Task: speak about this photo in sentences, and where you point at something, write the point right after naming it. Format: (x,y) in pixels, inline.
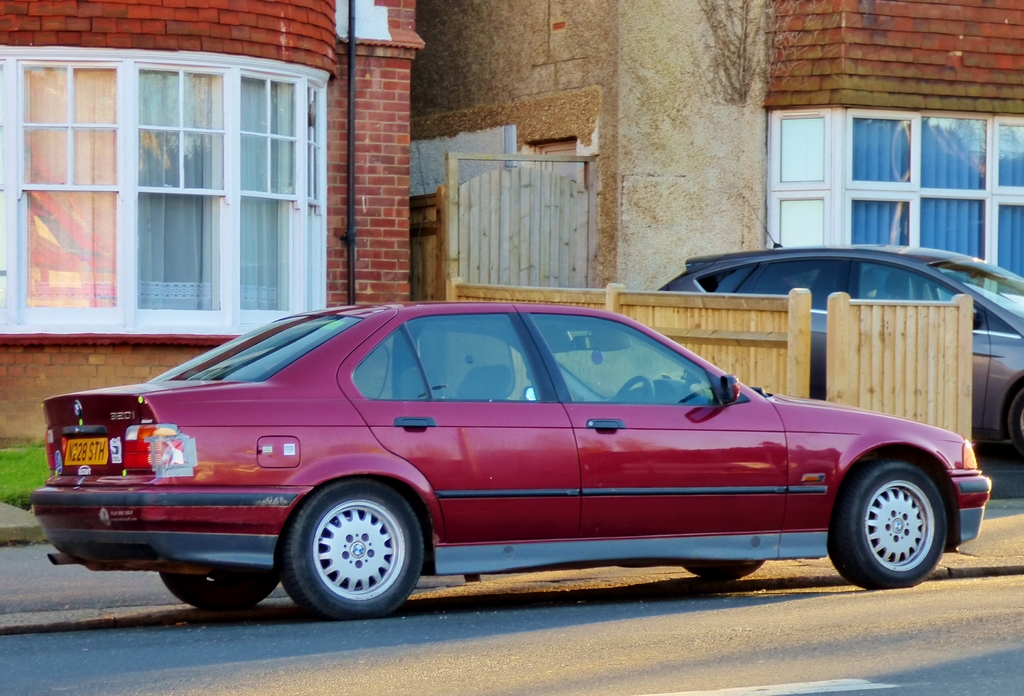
There is a car (386,496) on the road (728,693). In the back (95,370) there is a brick wall (120,372). And also there is a wooden fencing (780,319). Near to that there is a car (832,264). In the back (192,170) there are buildings (587,137) with windows (230,166). On the brick wall (334,224) there is a pipe (353,119).
